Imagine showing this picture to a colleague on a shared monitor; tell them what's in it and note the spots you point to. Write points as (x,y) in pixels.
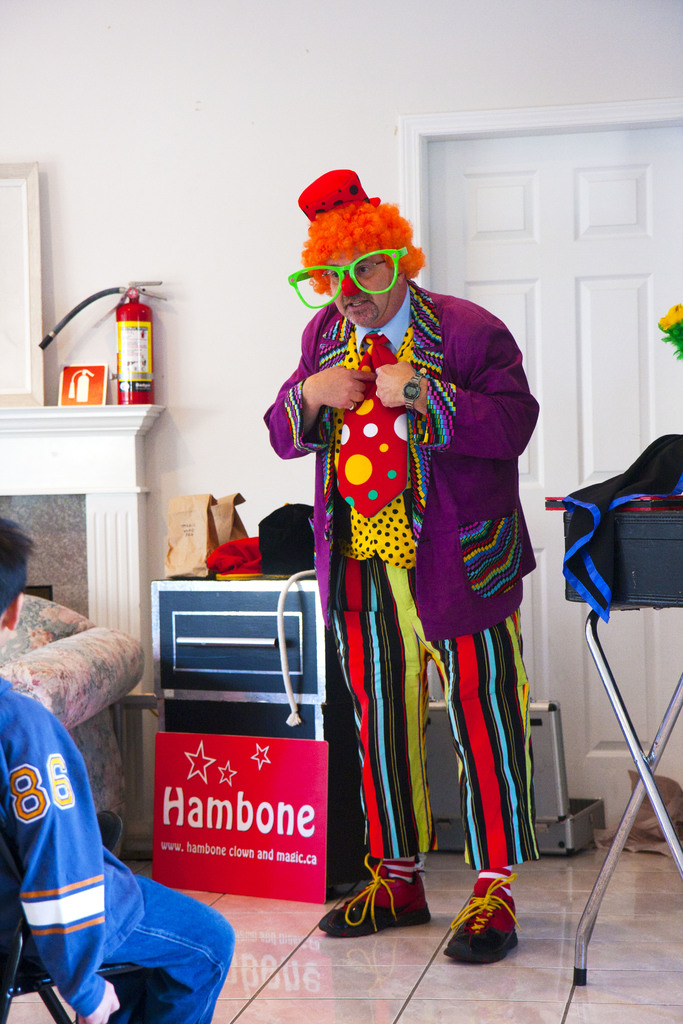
This picture is clicked inside. On the left (44,829) there is a person (35,941) sitting on the chair (41,988). In the center (323,347) there is a man (326,347) standing on the ground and there are some objects (280,611) placed on the ground (512,1010). In the background (167,180) we can see the fire extinguisher (140,348), fireplace (53,537), wall (301,159) and a door (579,256).
